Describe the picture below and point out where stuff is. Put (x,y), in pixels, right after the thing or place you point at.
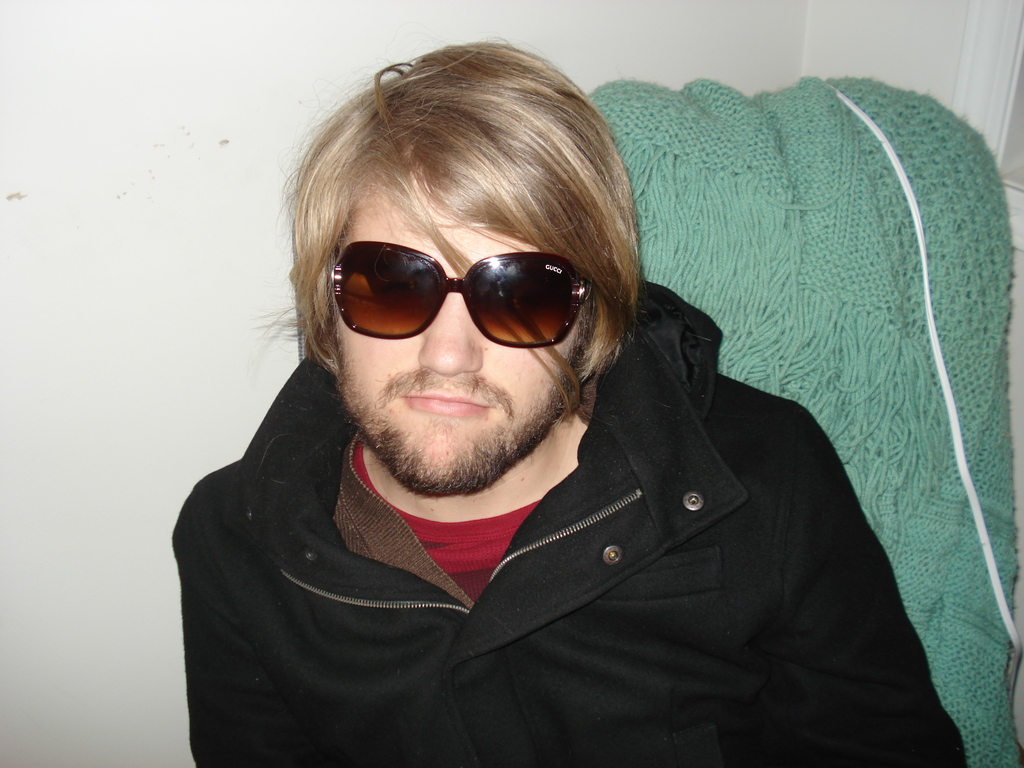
In this we can see a person (479,514) is wearing goggles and jacket (513,592). Background (197,320) we can see wall (198,211), woolen cloth (816,265) and wire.
